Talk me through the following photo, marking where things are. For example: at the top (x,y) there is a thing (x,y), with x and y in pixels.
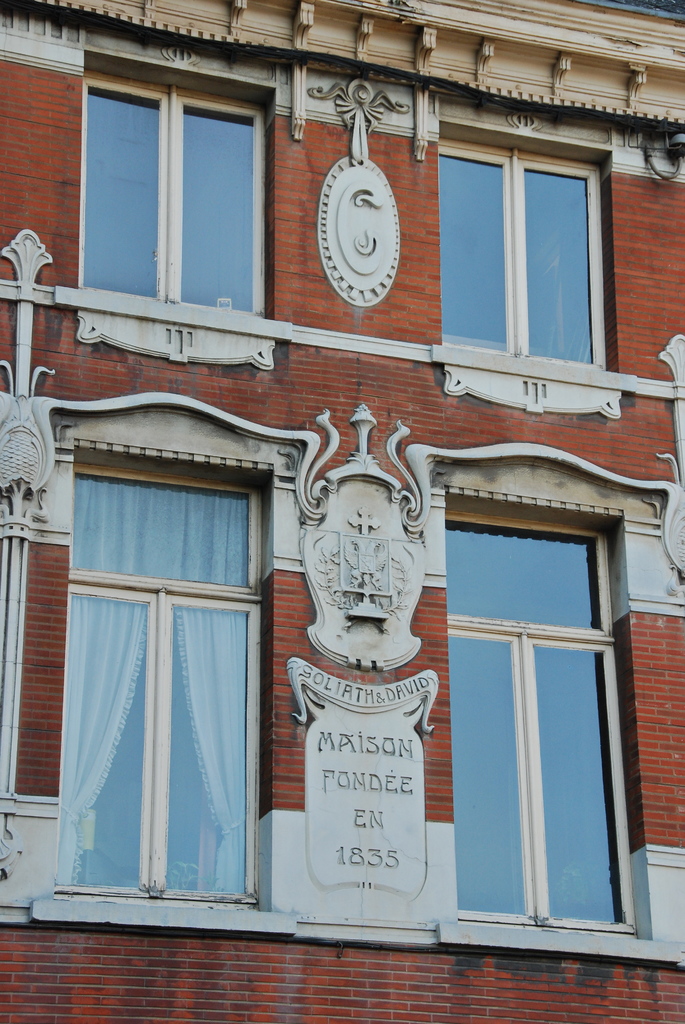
There is a zoom in picture of a building (233,483) as we can see there are four windows (470,247) in the middle of this image (244,673).
